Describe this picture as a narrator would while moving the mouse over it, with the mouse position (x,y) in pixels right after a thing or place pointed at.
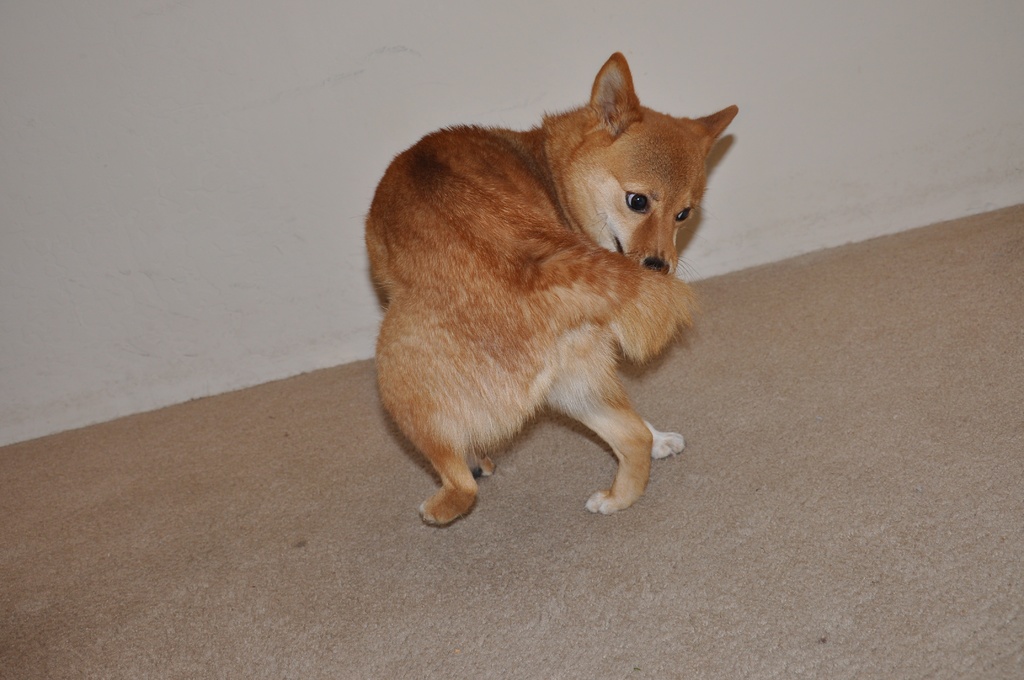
In this image, in the middle (572,316) there is a dog (643,284). At the bottom (710,579) there is a floor (710,579). In the background (233,256) there is a wall (249,253).
